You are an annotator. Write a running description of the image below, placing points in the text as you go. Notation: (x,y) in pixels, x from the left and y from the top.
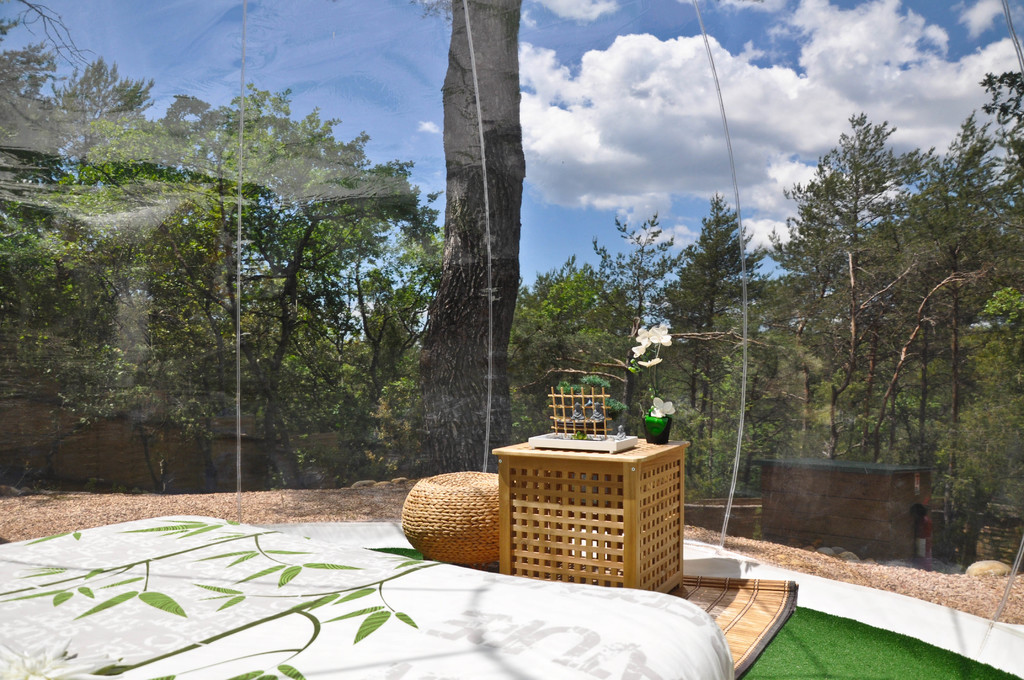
At the bottom of the picture (323,601), we see a bed (352,576) which has a white bed sheet (500,626). Beside that, we see a table (590,502) on which a flower vase (645,423) and an object (594,402) in white color with wooden sticks (563,429) are placed. Beside that, we see a stool (490,513). The stool (475,508) and the table (568,530) are placed on the mat (738,615). Beside that, we see the artificial grass (839,660). There are trees (719,328) in the background (383,323). At the top (402,55), we see the sky (340,62) and the clouds (582,113).
